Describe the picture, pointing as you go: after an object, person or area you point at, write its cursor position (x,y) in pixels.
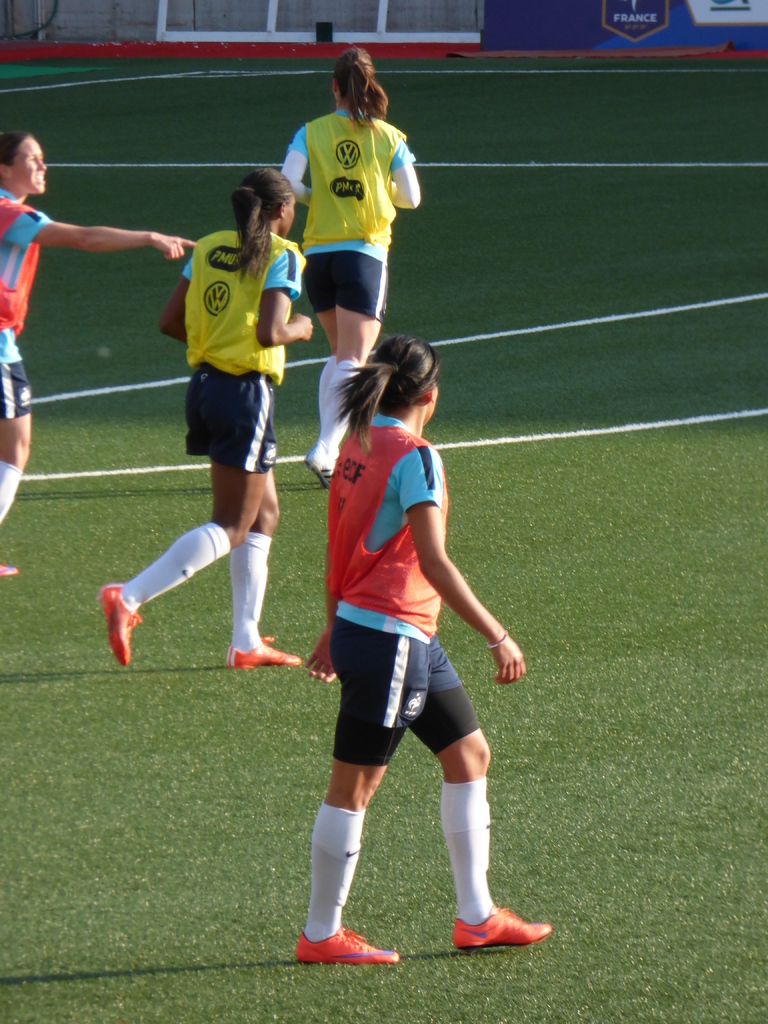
In this image there is a woman (393,636) who is wearing the orange colour jacket (354,548) is walking on the ground (595,894). In the background (336,322) there are two other woman players (300,291) who are wearing the yellow colour jacket (339,179) are running on the ground (418,237). On the left side (62,242) there is a woman (29,260) who is wearing the orange jacket (26,257). In the background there is a hoarding (662,28).
